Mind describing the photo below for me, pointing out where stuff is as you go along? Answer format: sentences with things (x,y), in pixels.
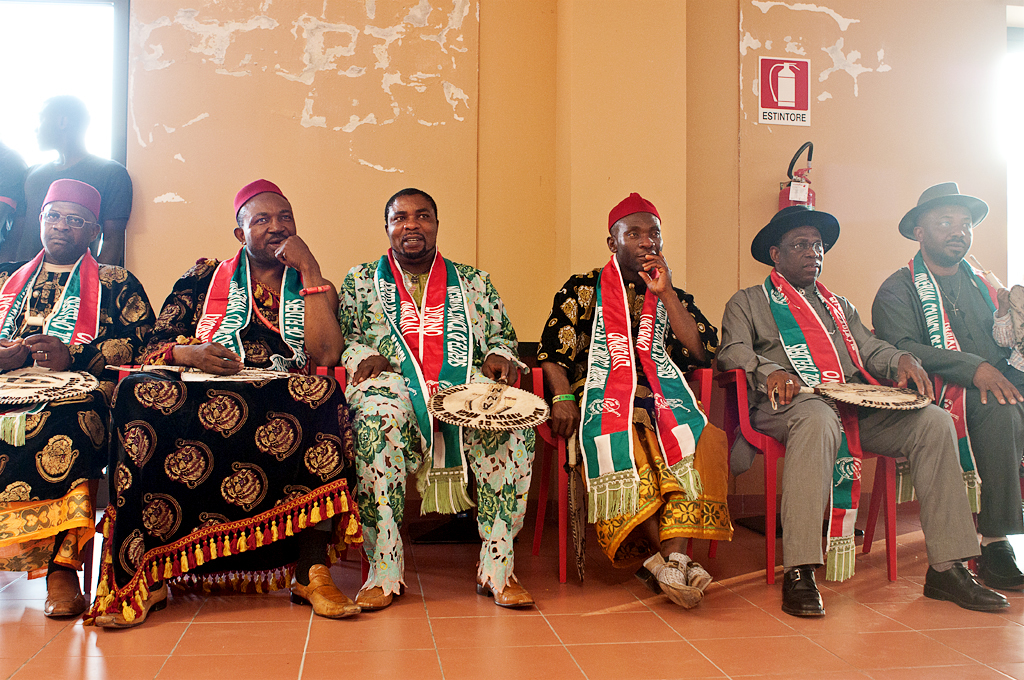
This image is taken indoors. At the bottom of the image (515,617) there is a floor (610,645). In the background (561,136) there is a wall (682,163) with a fire extinguisher (798,186) on it. On the left side of the image (66,234) a man (80,401) is sitting on the chair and two men (120,181) are standing on the floor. In the middle of the image (398,391) five men (321,377) are sitting on the chairs (548,424) and three of them are holding hand-fans (218,379) in their hands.
